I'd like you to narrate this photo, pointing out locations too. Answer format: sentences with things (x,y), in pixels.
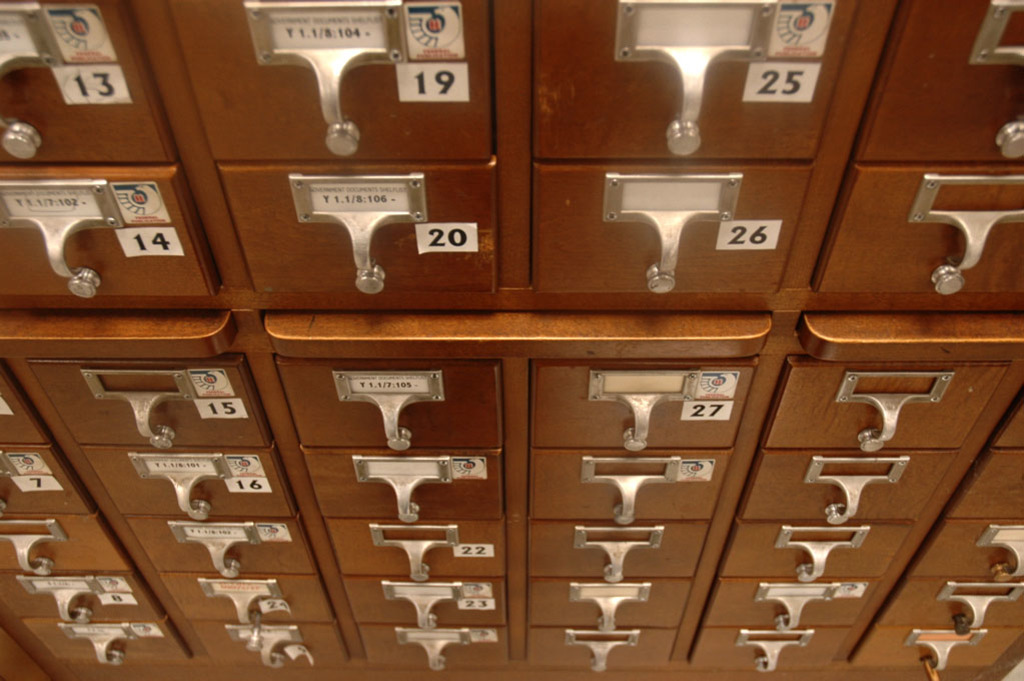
In this image we can see locker boxes (450,392) and there are number tags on the boxes (407,478).
